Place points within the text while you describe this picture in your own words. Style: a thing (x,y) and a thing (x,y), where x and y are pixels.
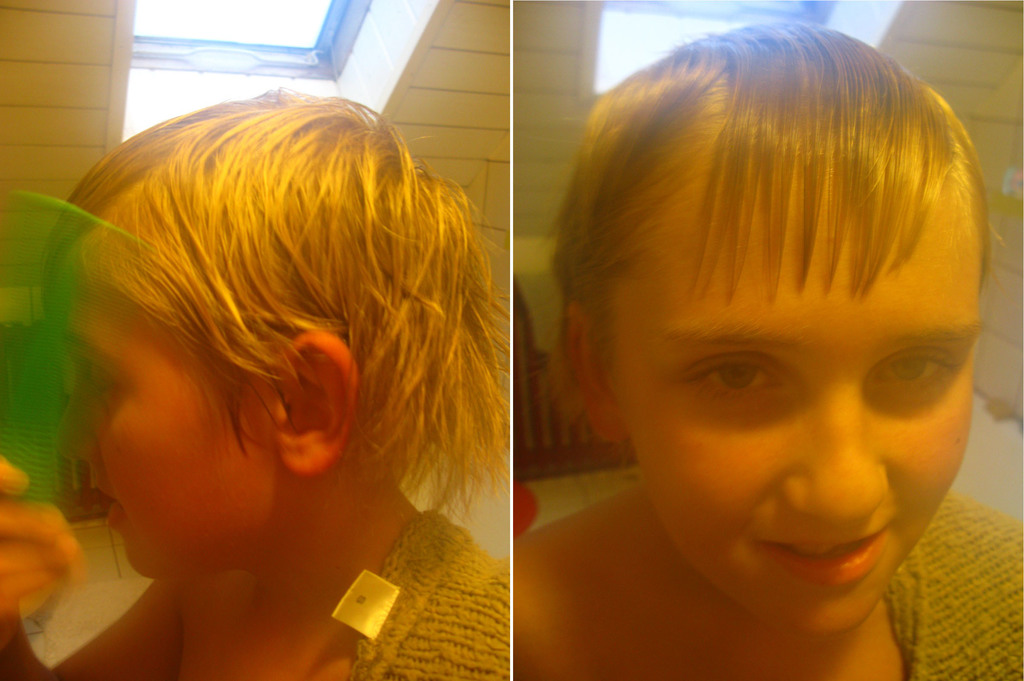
This is a collage image. In this image we can see a kid (739,541).
